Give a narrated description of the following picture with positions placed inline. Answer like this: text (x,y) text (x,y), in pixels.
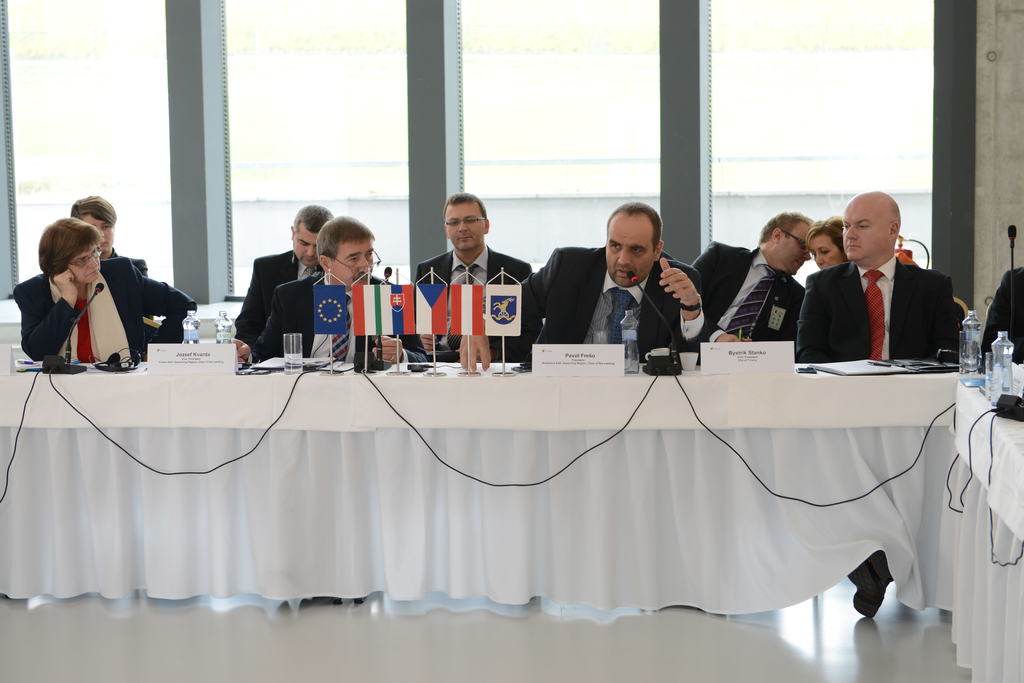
In this picture we can see a few people (880,319) sitting on the chair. There are mics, glasses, bottles (969,348), devices (47,362) and other objects (433,348) on the table (348,387). We can see a white cloth (1002,568) from left to right.
